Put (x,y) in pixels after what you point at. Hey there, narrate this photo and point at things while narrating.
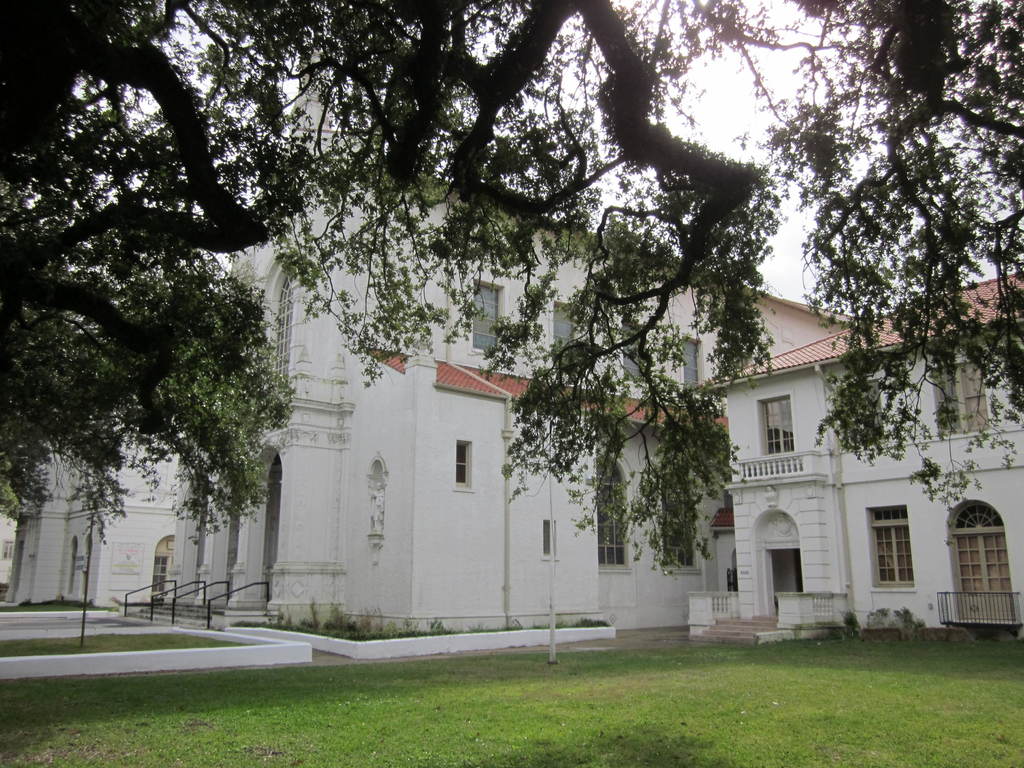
In the center of the image (681,322) there is a house (931,582). At the bottom of the image (505,711) there is grass (460,708). At the top of the image (107,100) there is a tree branch (184,147).
